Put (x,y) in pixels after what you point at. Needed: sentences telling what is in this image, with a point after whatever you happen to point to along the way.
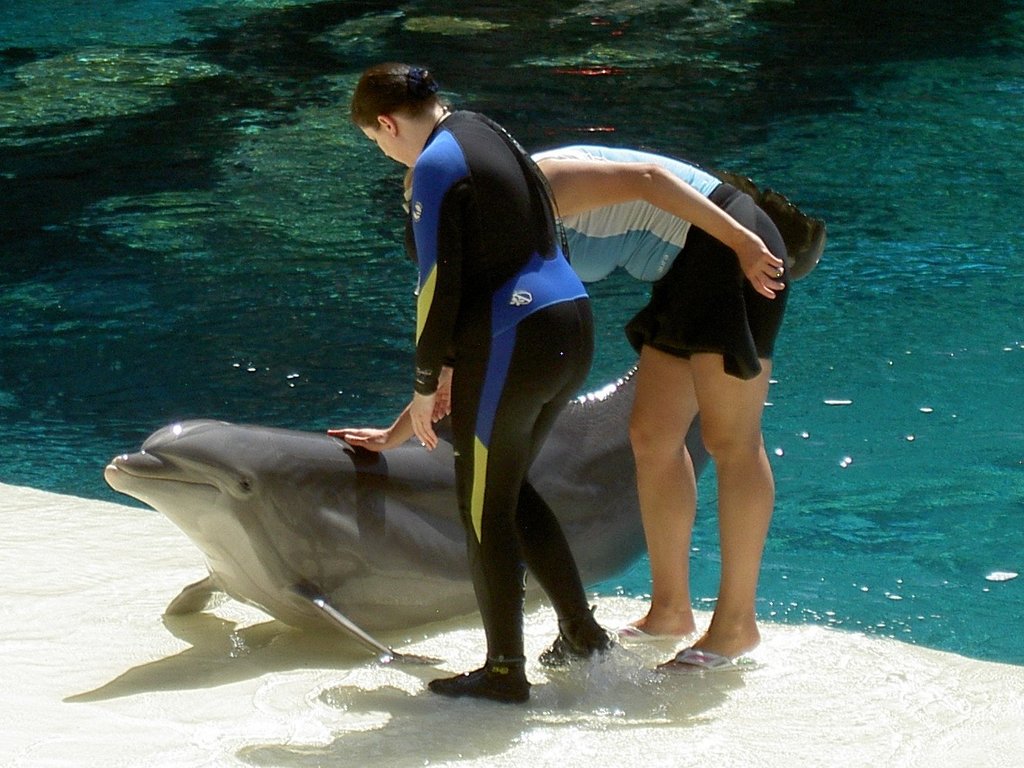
There are people (490,363) and a dolphin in the center of the image (562,496) on the water surface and there is water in the background area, it seems like the sand floor (158,640) at the bottom side (701,682).
